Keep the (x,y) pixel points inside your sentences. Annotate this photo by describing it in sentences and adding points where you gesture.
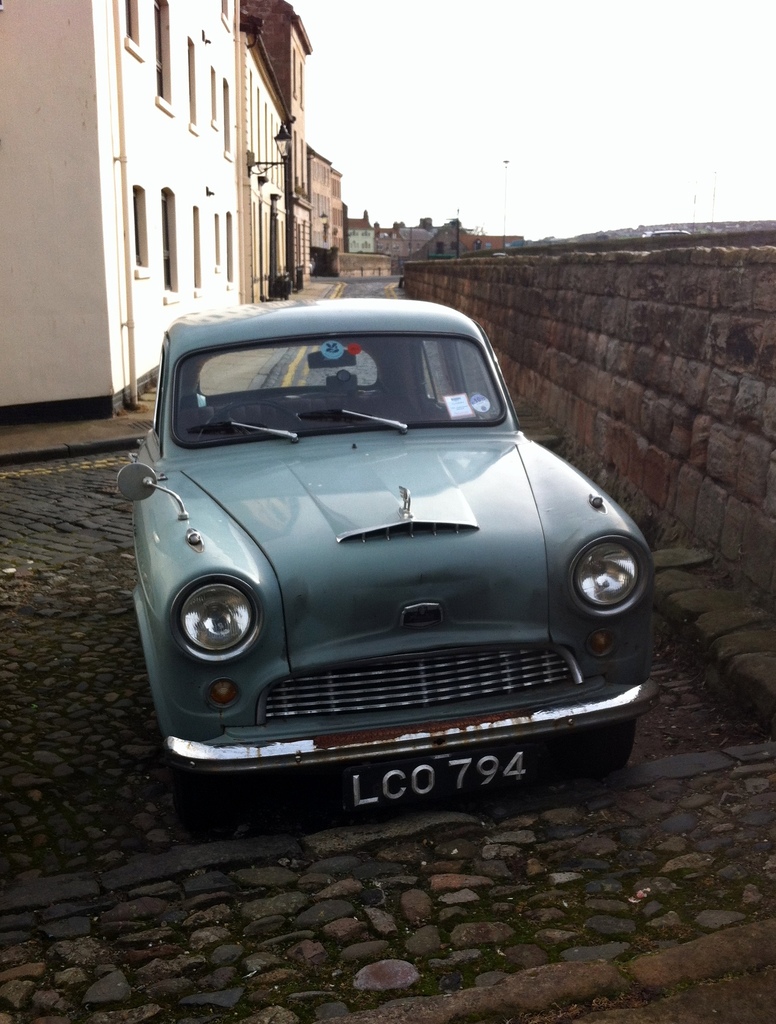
In the center of the image (462,600) we can see a car (402,635) with number plate (399,785) placed on the ground (743,912). In the background (613,351), we can see the stone wall (565,316), a group of buildings (263,230) with windows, pipe (238,153), lamp (283,150) and the sky (443,161).
